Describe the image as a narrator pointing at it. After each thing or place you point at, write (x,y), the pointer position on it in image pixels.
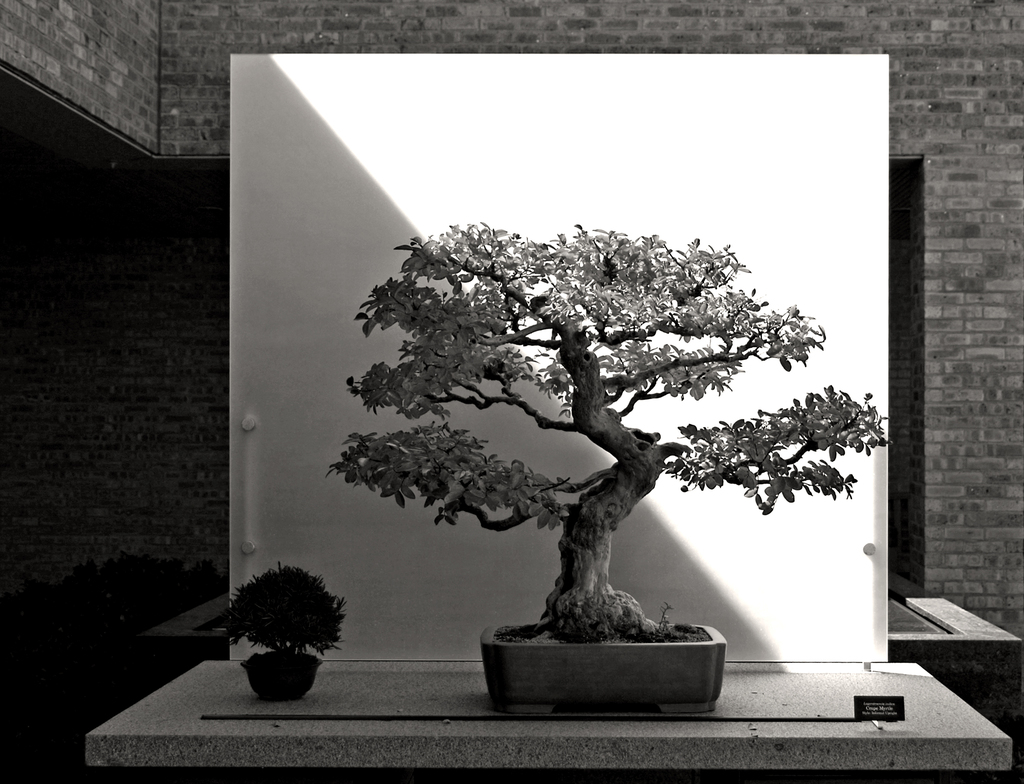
In this image I can see the black and white picture in which I can see few plants (528,409) and a white colored surface (550,229) behind them. In the background (375,17) I can see the wall (215,97) which is made up of bricks (974,337).
